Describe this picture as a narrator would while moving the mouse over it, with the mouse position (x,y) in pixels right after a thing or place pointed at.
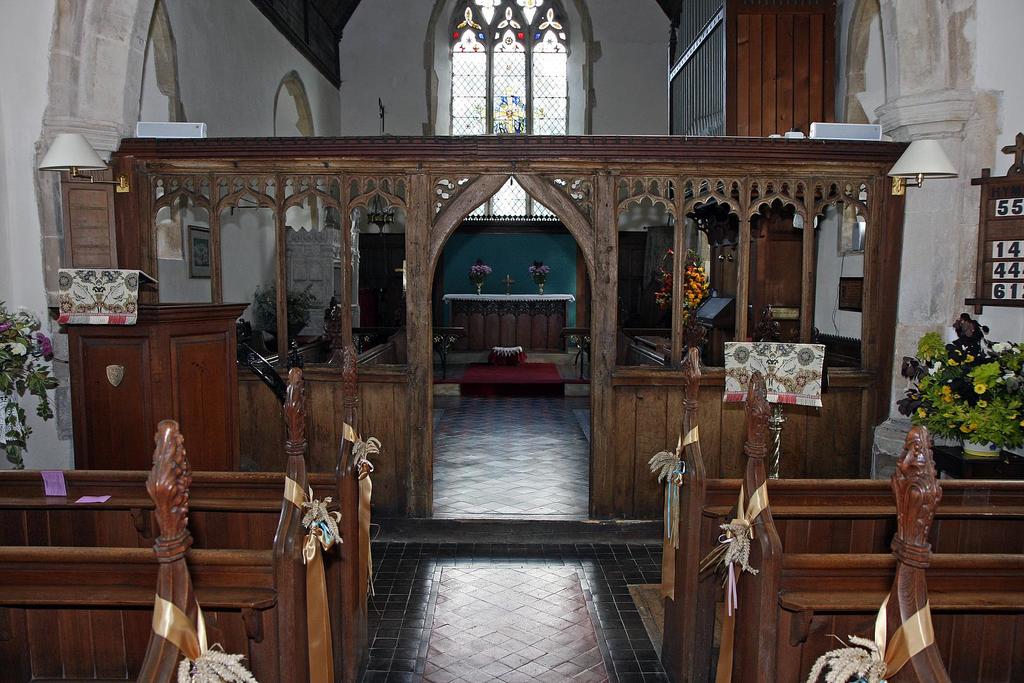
This picture describes about inside view of a church (501,408), in this we can find few benches (818,481), plants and lights (50,154), in the background (472,97) we can find stained glass (542,120).
